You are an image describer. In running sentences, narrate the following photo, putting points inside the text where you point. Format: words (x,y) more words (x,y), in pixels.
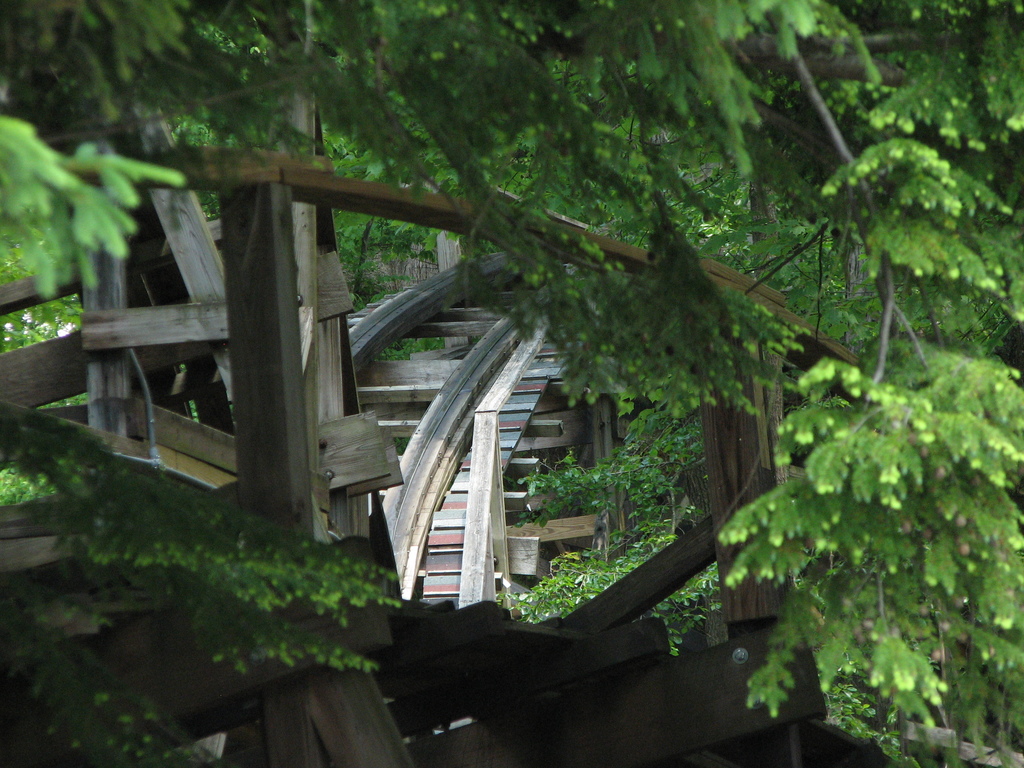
In this picture we can see trees (615,217).
